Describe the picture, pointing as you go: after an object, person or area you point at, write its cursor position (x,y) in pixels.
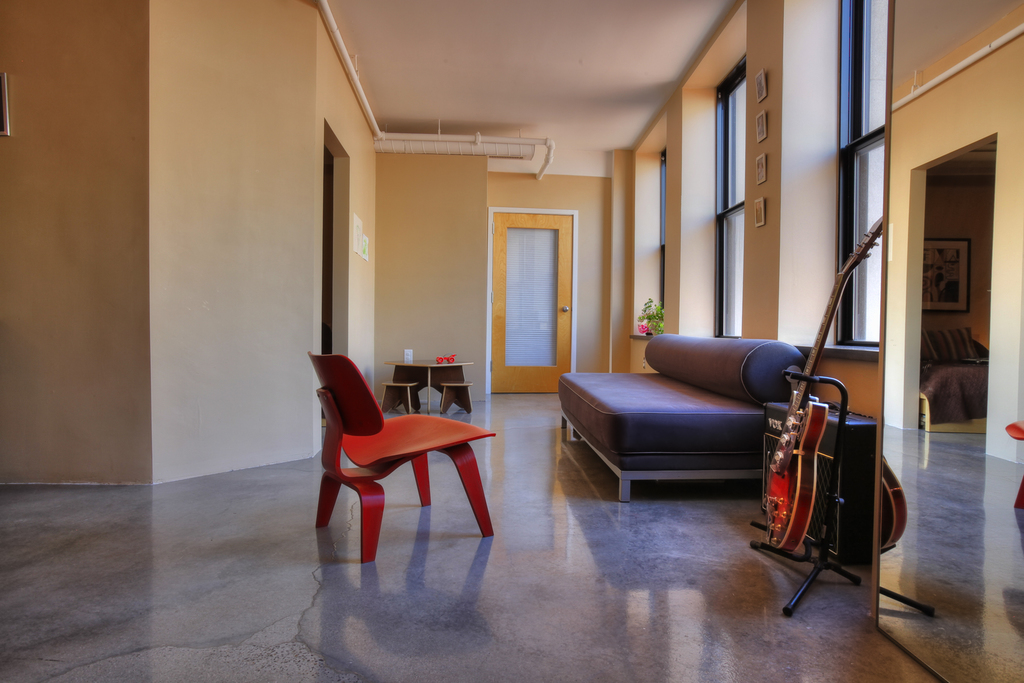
In this picture there is a diwan cot (653,412), guitar (782,459) and a table (447,372) with a chair (389,459) in this room (258,546). In the background (510,322) there is a door (524,277), wall (429,264) and some windows (737,169) here.
